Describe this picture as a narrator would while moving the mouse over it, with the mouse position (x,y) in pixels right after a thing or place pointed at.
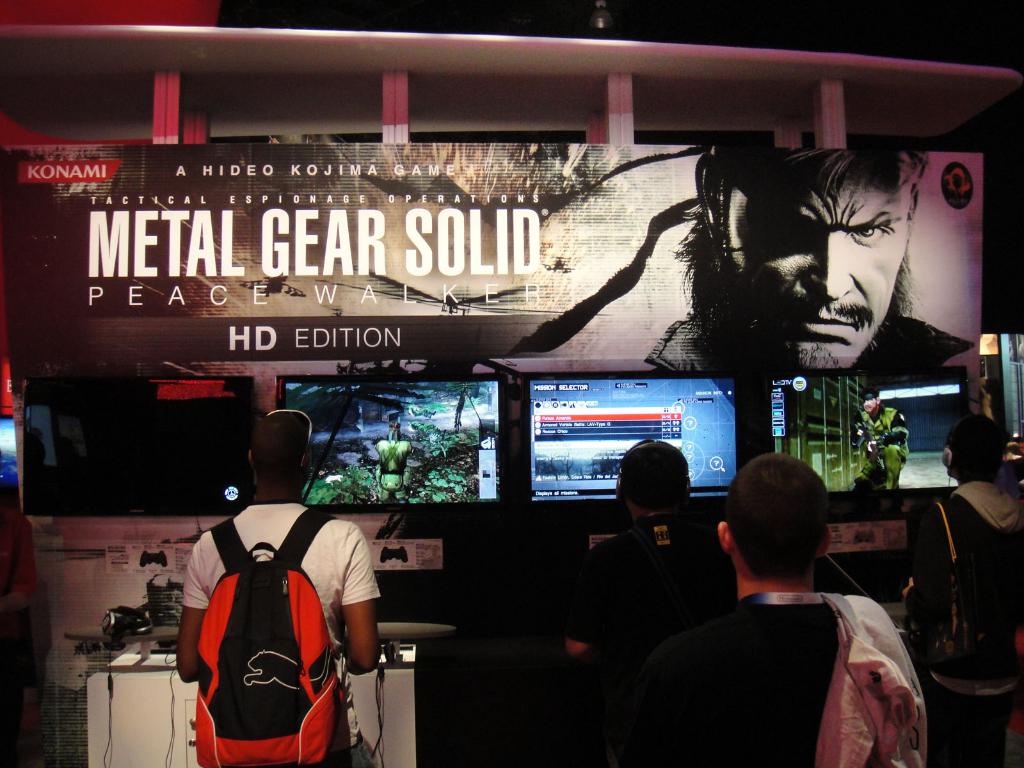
In this picture there are some persons (358,633) standing and holding the back pack (297,607) and watching the television (581,414) where the game (432,428) is going on. In the background (330,306) there is a banner (569,190) of the game and there is table (143,662) in front of the persons (3,717).
